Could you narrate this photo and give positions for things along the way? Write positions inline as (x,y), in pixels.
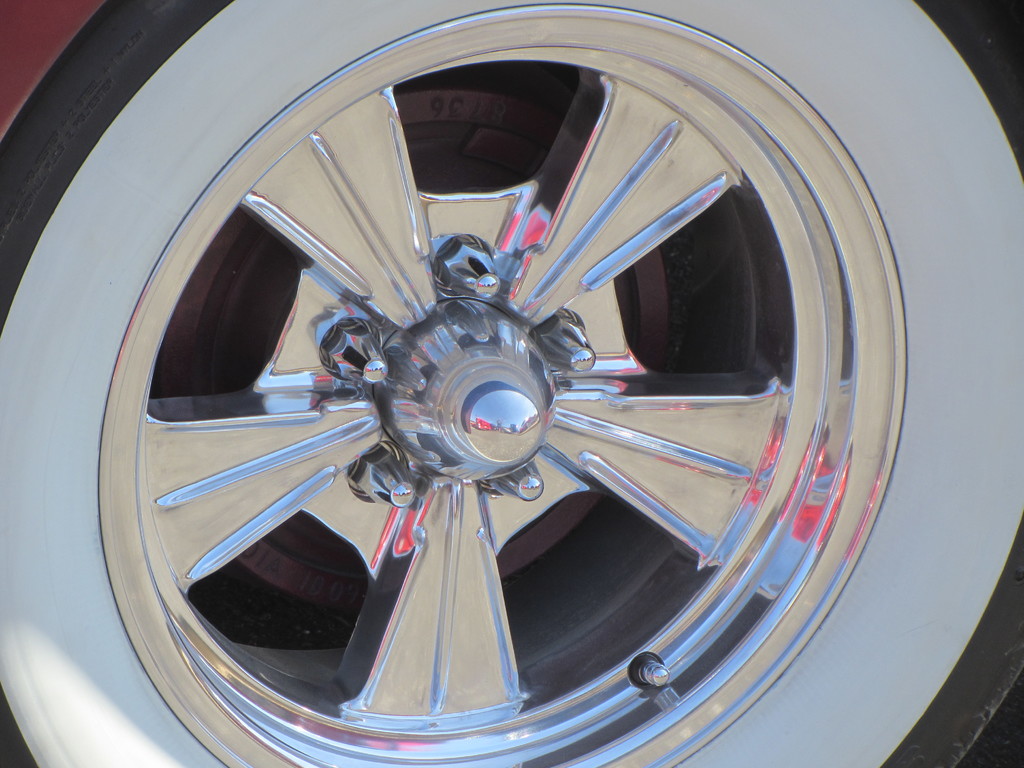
In this picture we can see a wheel (510,307) of a car (485,379).
